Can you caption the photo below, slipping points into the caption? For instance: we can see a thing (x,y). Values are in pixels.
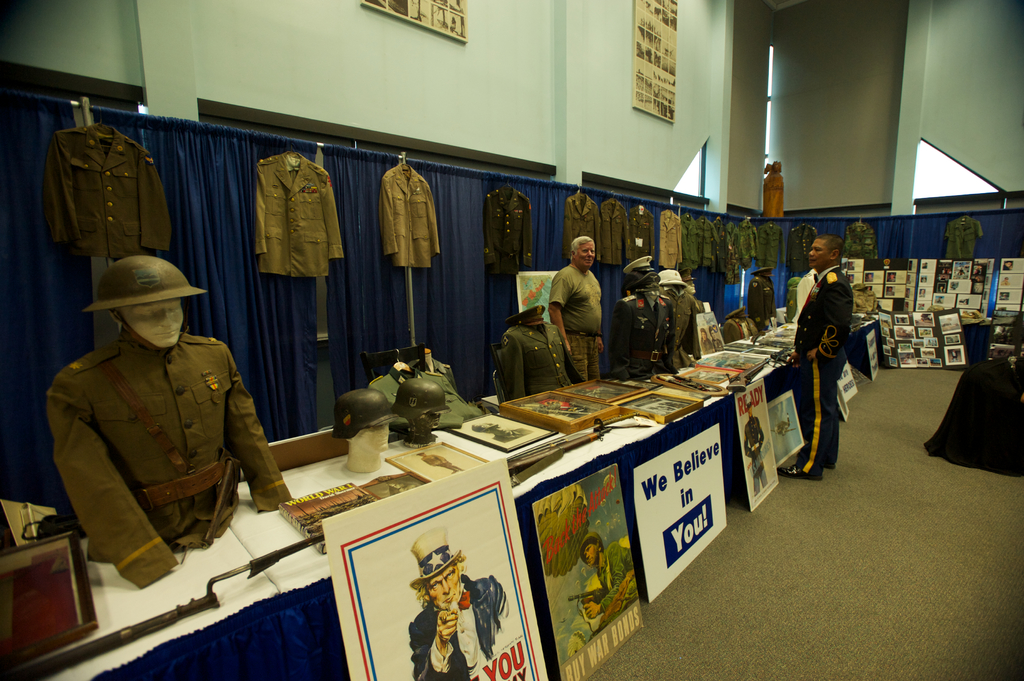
In this picture I can see two persons (811,368) standing. There are tables (797,380), helmets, mannequins (692,349), boards (698,323), shirts (178,379), curtains (991,303) and some other objects (975,310), and in the background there are boards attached to the wall (599,66).
